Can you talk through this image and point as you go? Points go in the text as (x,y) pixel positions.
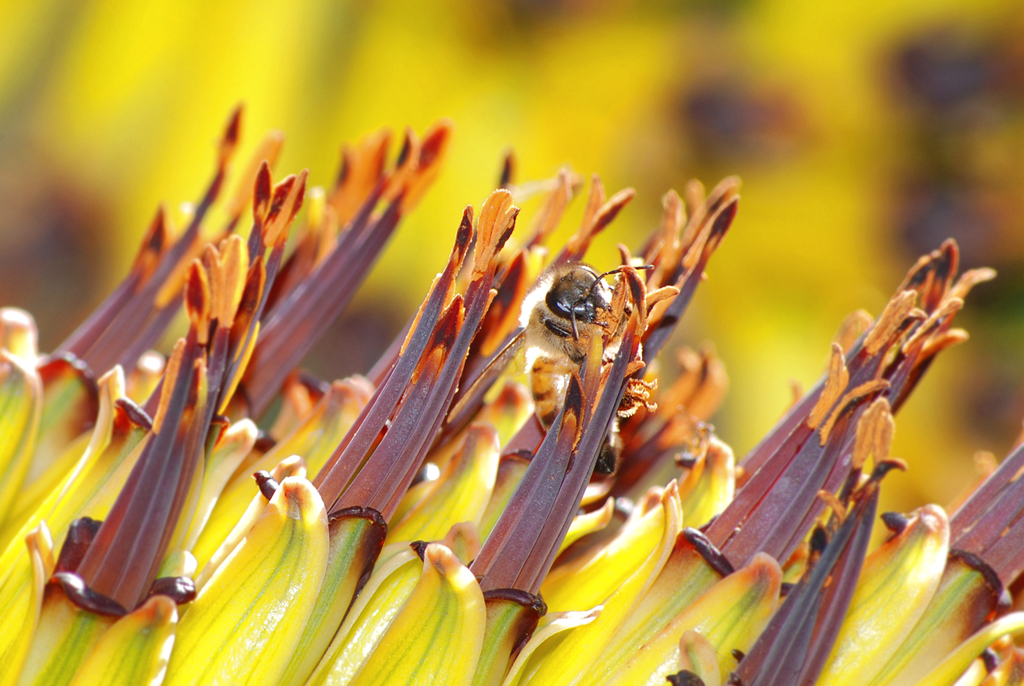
In this image we can see an insect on the flower (526,500) and the background (920,453) is blurred.
